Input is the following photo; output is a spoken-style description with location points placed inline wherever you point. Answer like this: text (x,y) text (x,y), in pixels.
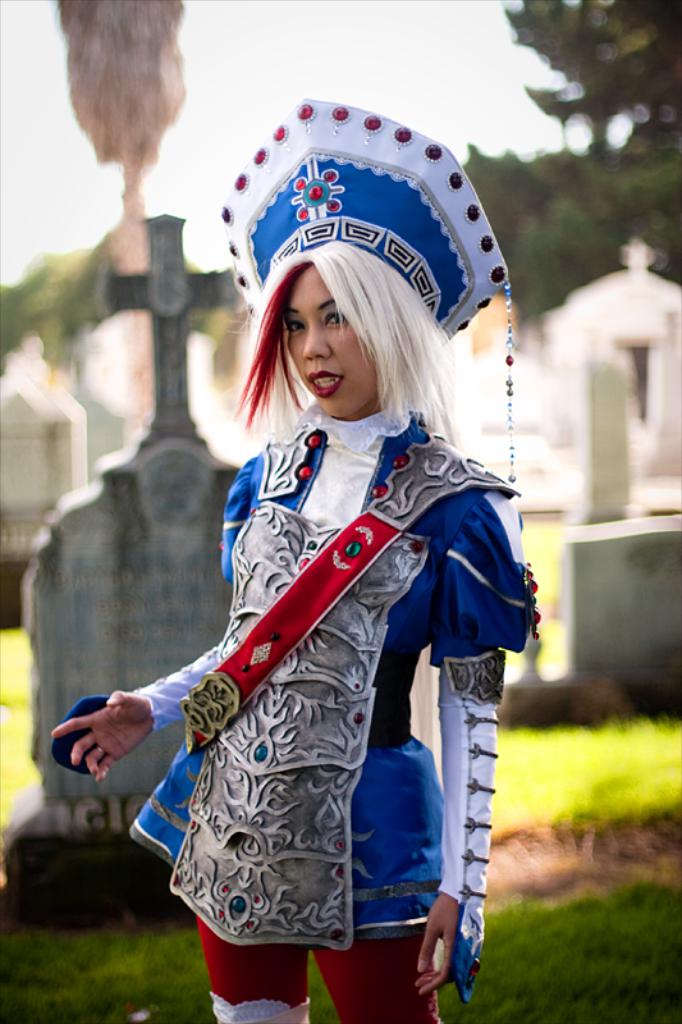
There is a woman (418,510) in blue color dress (461,570), standing on the grass (557,1019) on the ground (599,1012). In the background (637,688), there are graves (656,600), there are trees (97,129) and there is sky (267,38).
